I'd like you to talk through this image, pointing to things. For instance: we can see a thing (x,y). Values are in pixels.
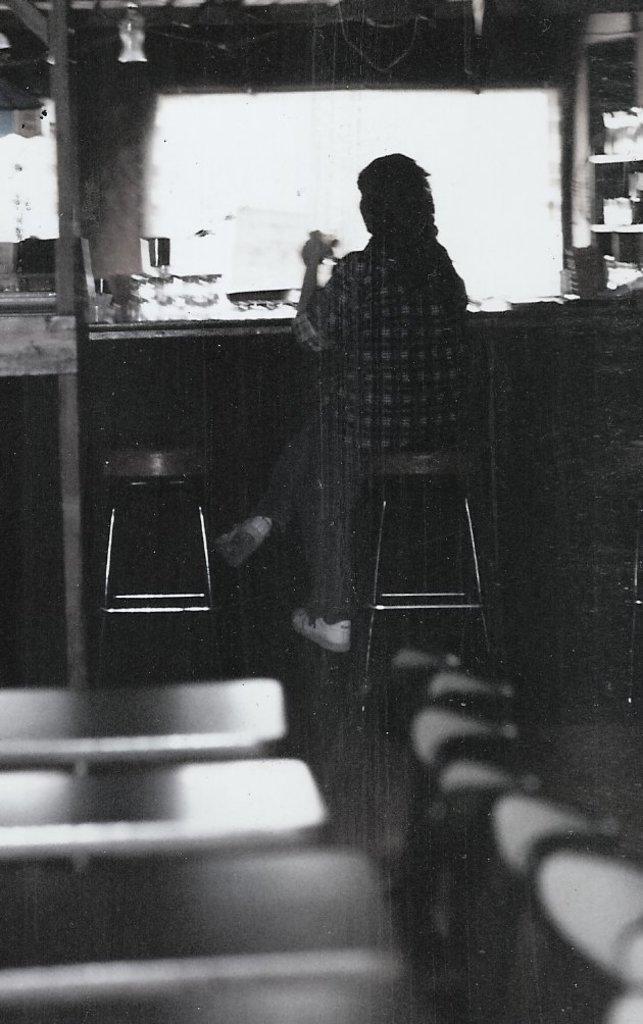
We can see tables (144,963) and there is a person (302,616) sitting on chair (392,460) and we can see chairs (410,481), in front of this woman (342,391) we can see objects (263,306) on the table (217,318).
